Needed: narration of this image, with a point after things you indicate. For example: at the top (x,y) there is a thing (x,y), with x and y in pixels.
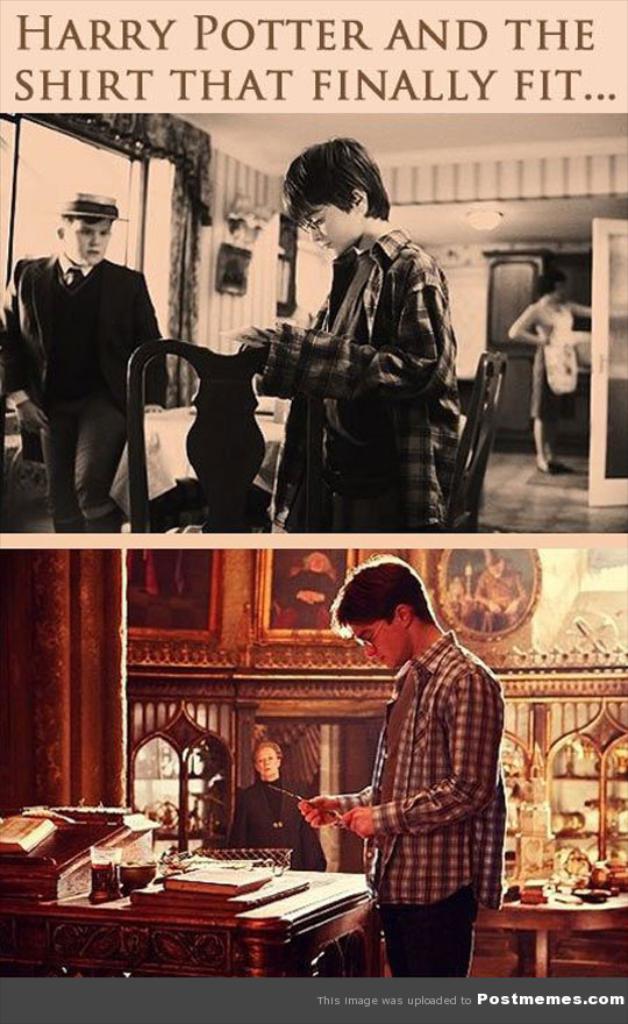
I see this is a collage image and I see a boy (429,783) who is holding a thing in his hand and I see a table (274,921) over here on which there are many things (58,843) and I see a woman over here and on the wall (259,635) I see 3 photo frames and over here I see a boy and I see the chairs (266,443) and I see a woman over here and I see the light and I see few words (507,75) written over here.
